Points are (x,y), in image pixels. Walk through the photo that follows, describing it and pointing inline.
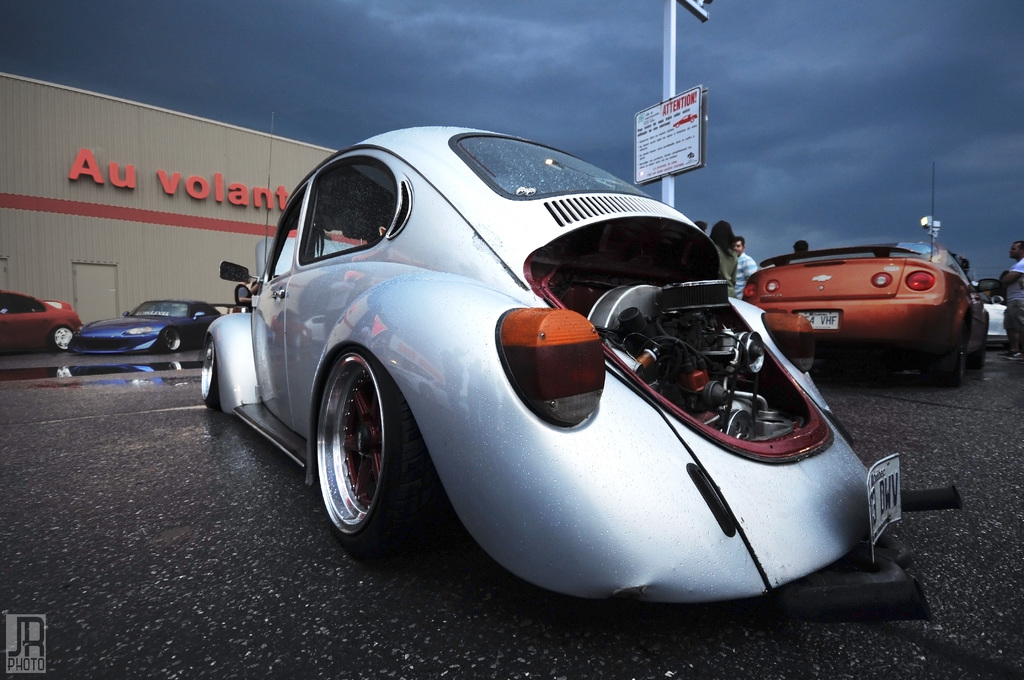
In this picture we can see cars (843,433) and a group of people (726,242) standing on the road (303,511) and in the background (620,129) we can see a board (657,116), pole (672,93), sky (518,40) with clouds (721,112).
